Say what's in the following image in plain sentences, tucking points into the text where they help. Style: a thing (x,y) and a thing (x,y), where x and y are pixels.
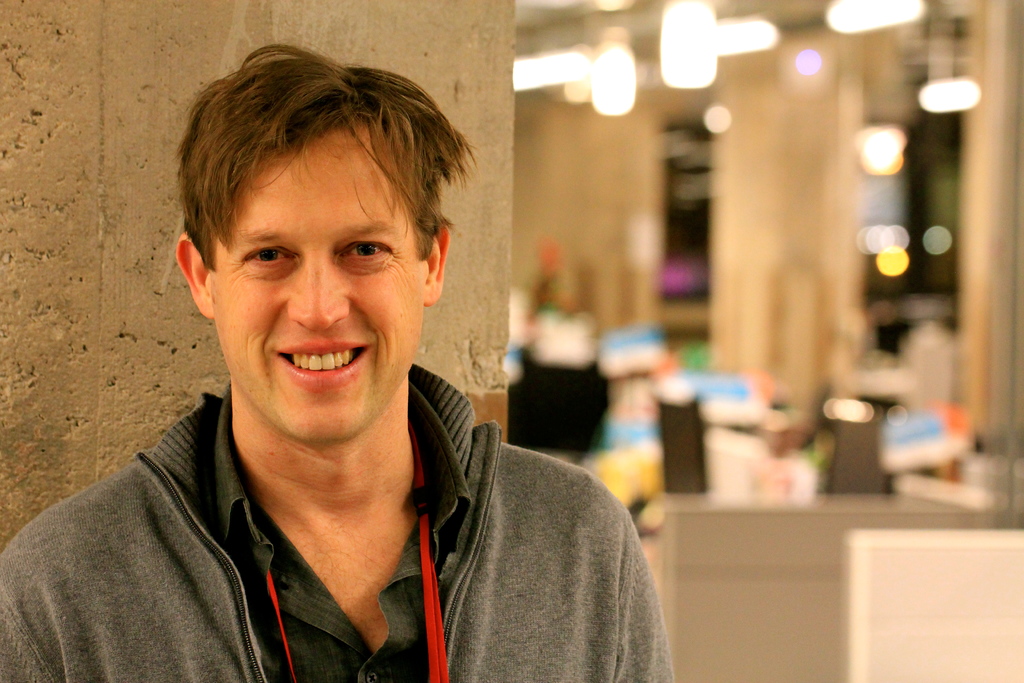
There is a man (238,378) and he is smiling. Here we can see a wall (104,155). There is a blur background (773,473) and we can see lights (600,89).
